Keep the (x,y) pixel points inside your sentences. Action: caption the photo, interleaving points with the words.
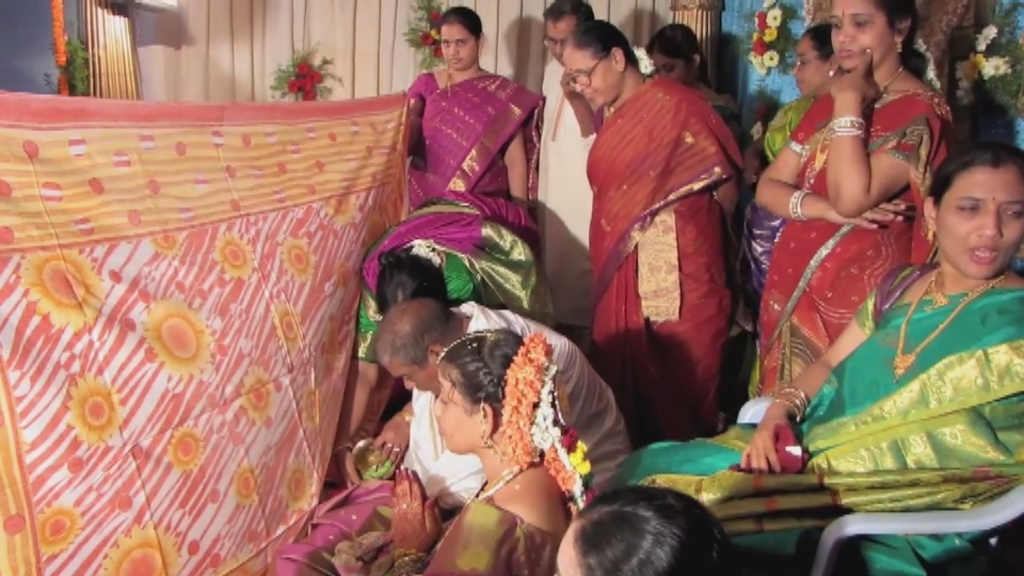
In this image I can see few persons (707,148) standing. On the right side (995,196) I can see a woman (825,377) sitting on the chair (934,531). On the left side (15,244) I can see a bed sheet (136,300). In the background (766,67) I can see flower bouquets (779,61).
